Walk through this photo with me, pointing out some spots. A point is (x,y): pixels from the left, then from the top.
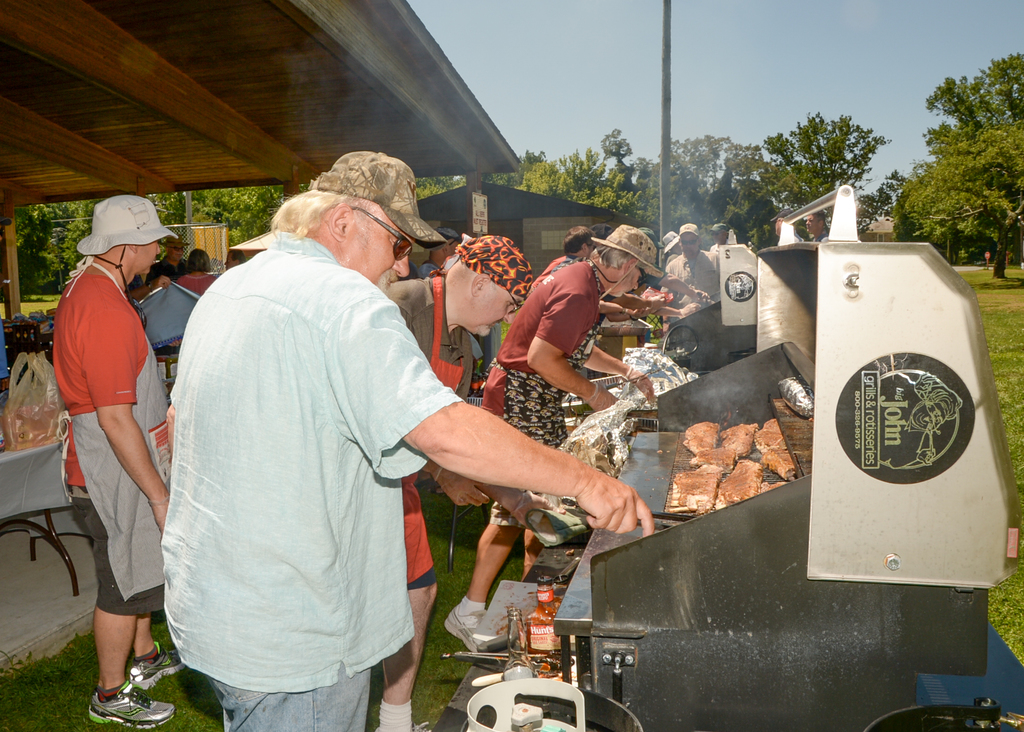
In this picture we can see a group of people (396,658) standing on the ground (177,714), table (11,494), chair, shelter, trees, pole (665,84), bottles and food items (768,426) on grill (812,480) and in the background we can see the sky (620,100).
